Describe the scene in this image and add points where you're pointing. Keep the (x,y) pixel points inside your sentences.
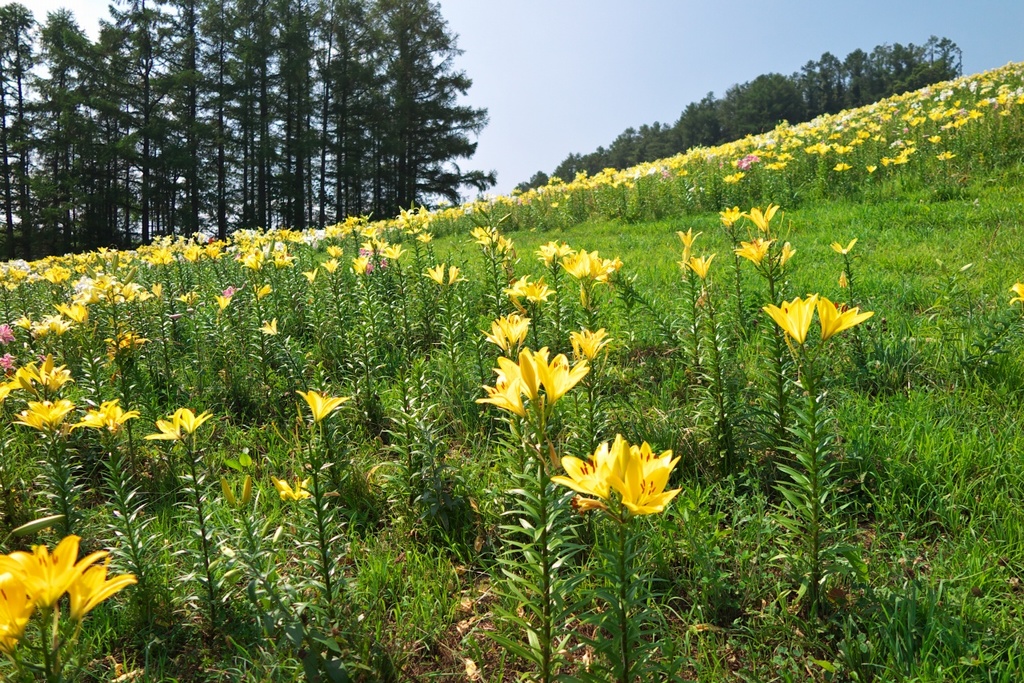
In this image we can see plants (720,312), there are yellow flowers (755,239), there are trees (396,119), at above here is the sky (700,19).
